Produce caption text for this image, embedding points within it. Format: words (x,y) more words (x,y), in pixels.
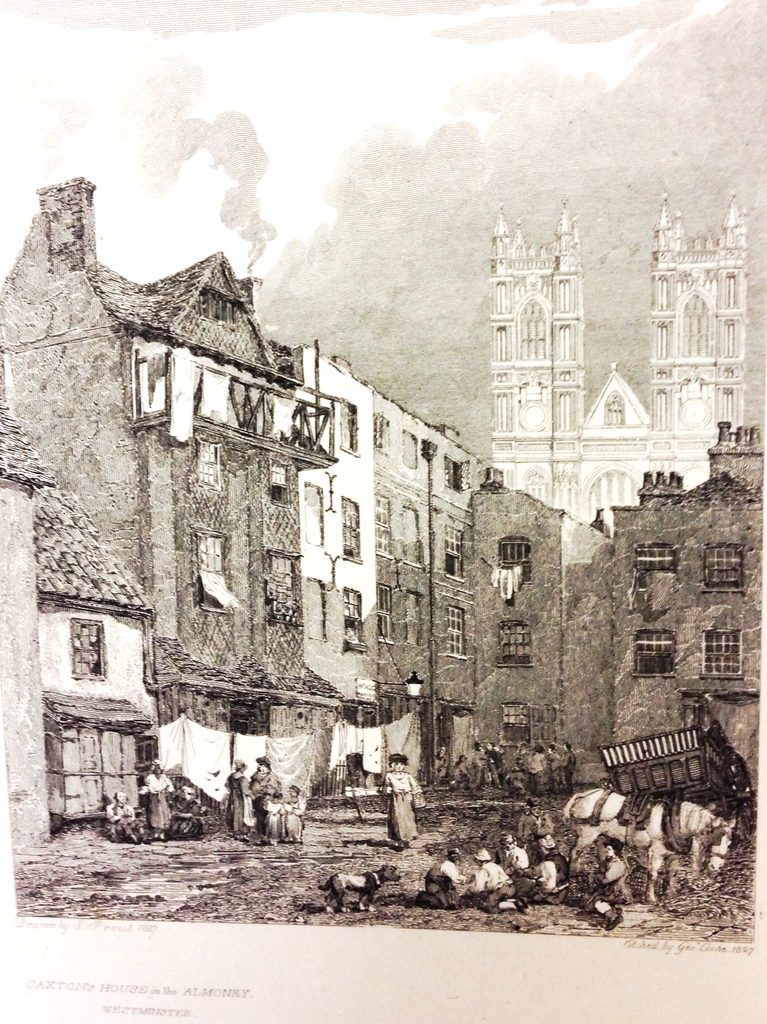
This is a black and white image where we can see people (523,864), horse (607,789), cloth (172,730), buildings (303,698) and the sky (338,188).
